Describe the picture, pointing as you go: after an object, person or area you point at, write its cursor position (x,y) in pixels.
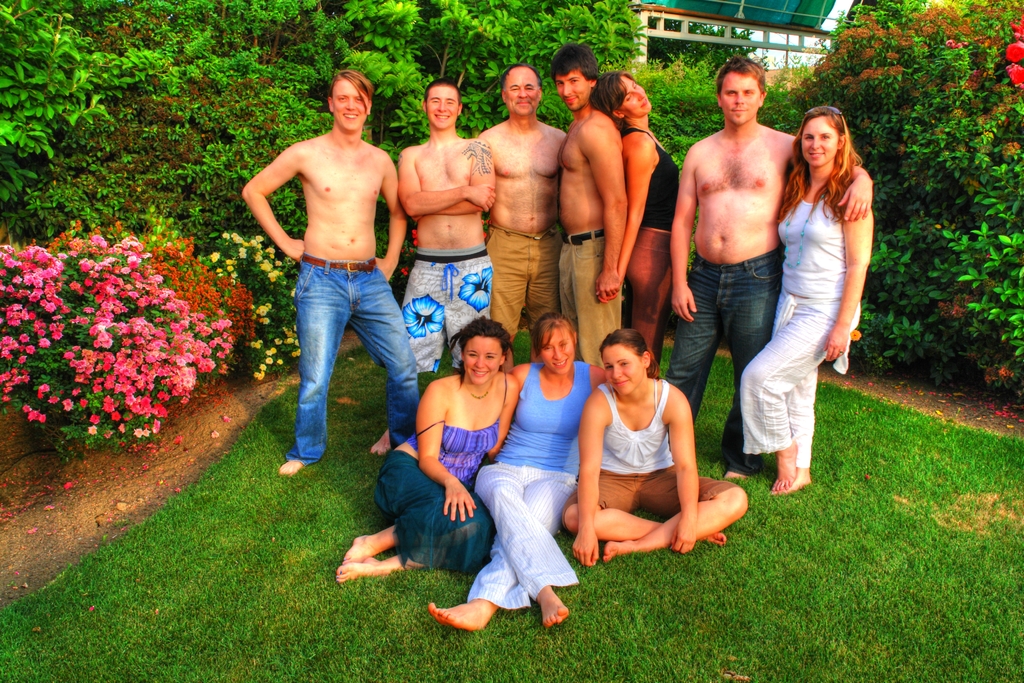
This picture is taken in a garden area (1005,193). Few people (693,367) are standing. In front of them three women (545,416) are sitting. In the background (129,406) there are trees (890,87), flower plants (847,65), shelter (763,29).
